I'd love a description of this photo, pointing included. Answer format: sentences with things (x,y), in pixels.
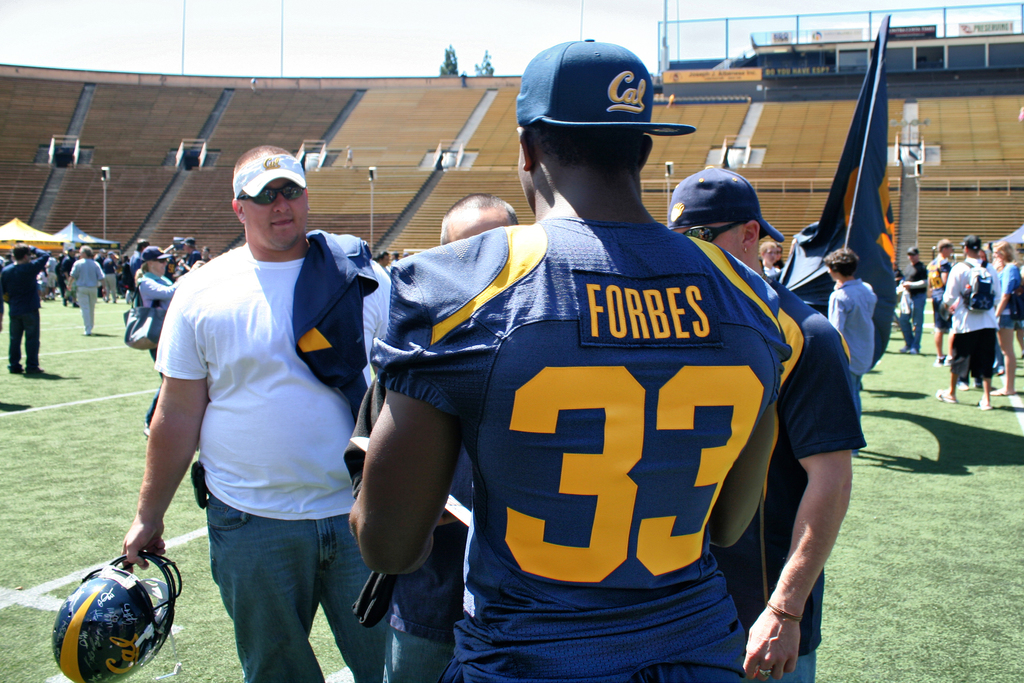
In this image we can see there are persons (461,279) standing on the ground (191,529) and holding an object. And there is a tent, cloth (846,221) and a grass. At the back (85,168) there are stairs (78,187), fence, pole (662,10), trees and a sky (364,42).
